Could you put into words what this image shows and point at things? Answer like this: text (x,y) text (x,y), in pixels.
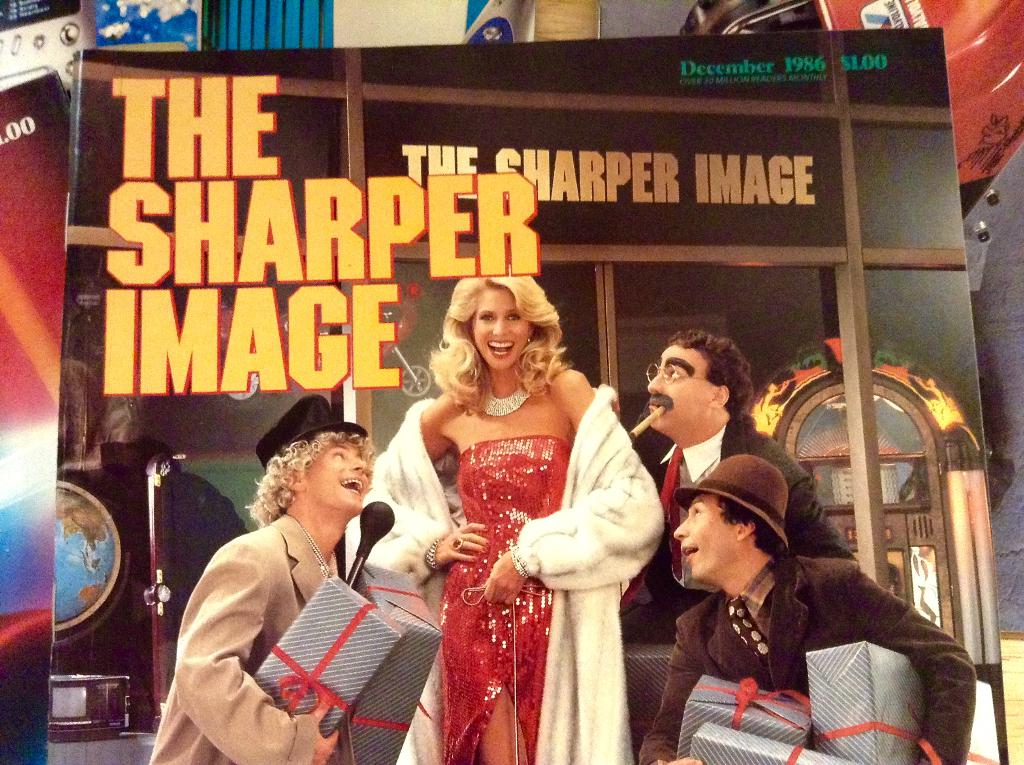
In the center of the picture (541,417) there is a poster (622,276), on poster (519,473) there is a woman (511,563) and three men (712,565), the men (724,624) are holding gift boxes (710,754). In the background (56,41) there are other posters (1013,304). In the center of the picture (361,316) there is text (135,223) on the poster (301,305).
